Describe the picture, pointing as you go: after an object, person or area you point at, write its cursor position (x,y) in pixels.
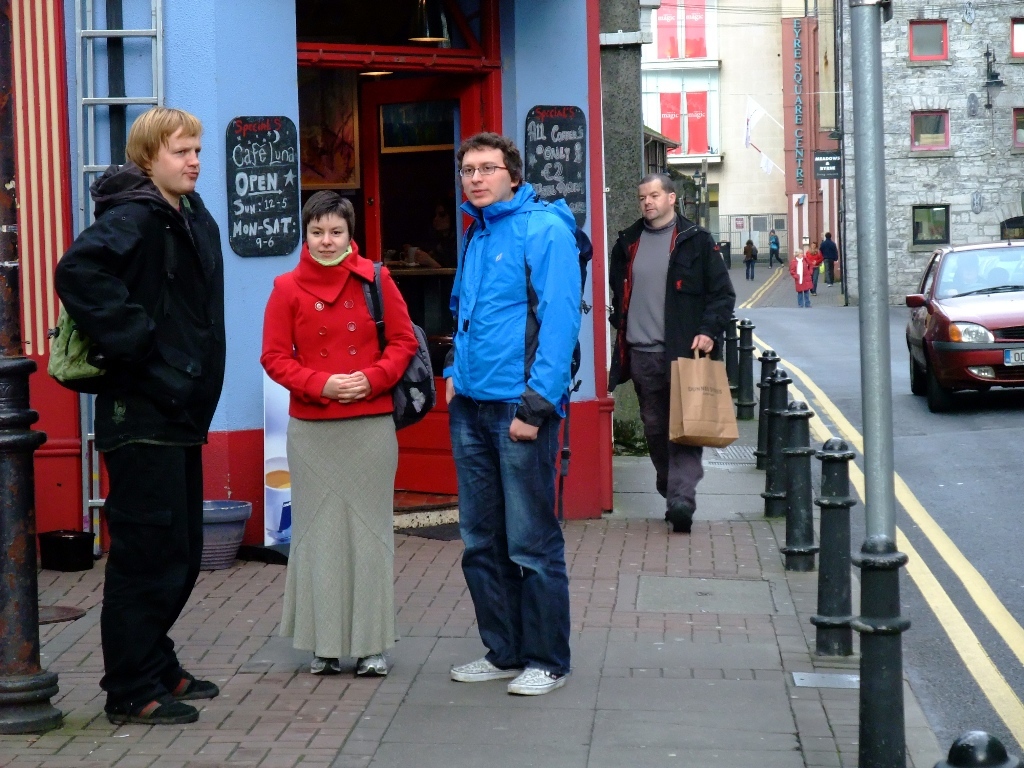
In this image we can see a group of people (388,463) standing on the ground (776,277), some persons (308,442) are carrying bags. One person (634,327) is holding a bag (709,372) with his hand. On the right side of the image (964,320) we can see a car (936,331) parked on the ground (963,418), group of poles (876,489). In the center of the image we can see a group of containers (220,532) placed on the ground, boards (238,221) with some text (263,186). In the background (262,533), we can see a group of buildings (947,144) with windows (921,224), sign boards (803,140) and some lights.
